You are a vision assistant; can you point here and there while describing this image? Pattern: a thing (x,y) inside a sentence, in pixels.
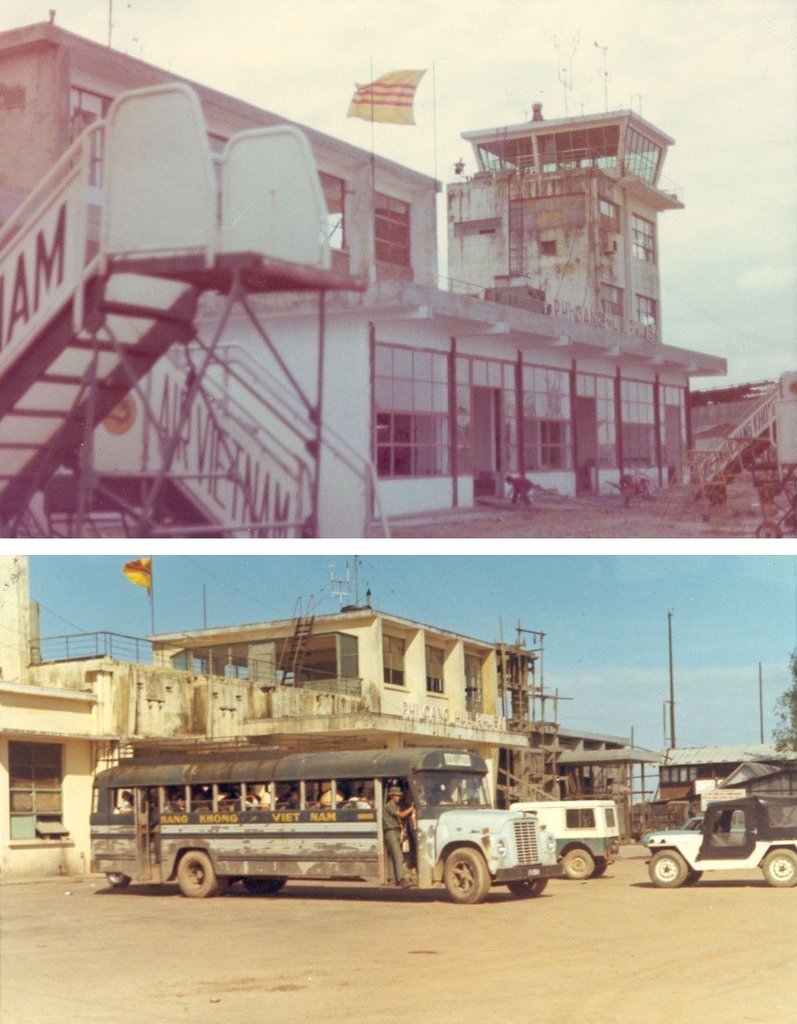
In this image I can see few buildings (470,308), windows (101,115), vehicles (547,817), poles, trees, ladder (517,249) and a flag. The sky (641,670) is in blue and white color. It is a collage image.
